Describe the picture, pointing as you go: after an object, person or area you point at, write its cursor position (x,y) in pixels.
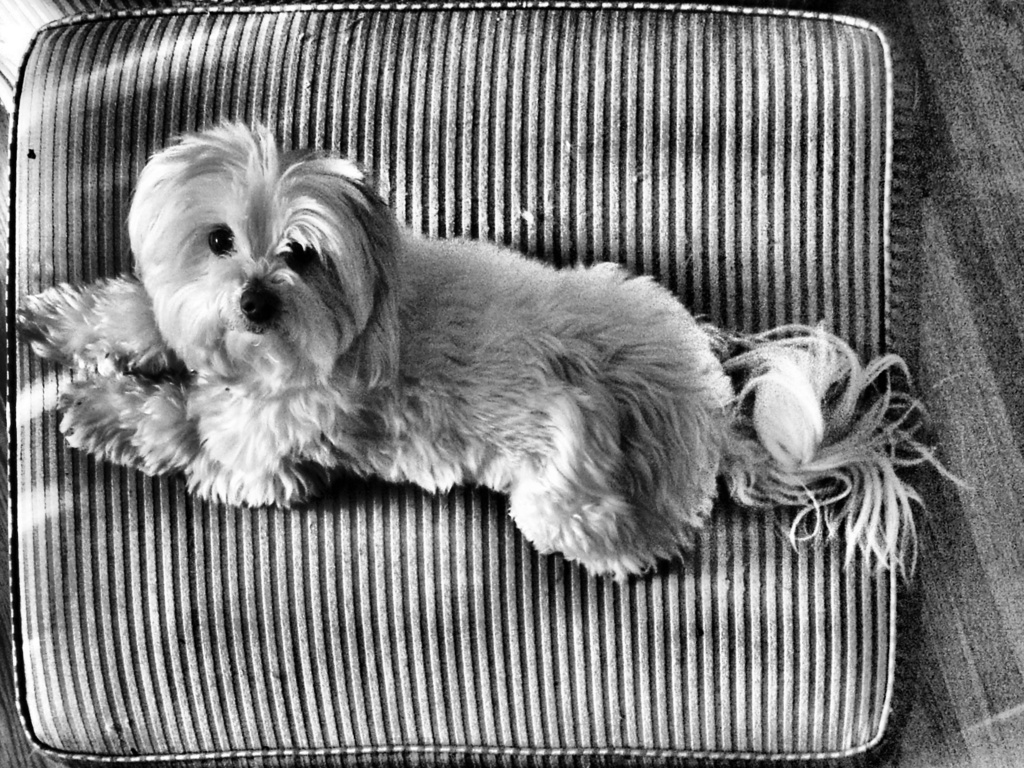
This is a black and white picture, we can see a dog (331,280) on the pillow (675,267).
